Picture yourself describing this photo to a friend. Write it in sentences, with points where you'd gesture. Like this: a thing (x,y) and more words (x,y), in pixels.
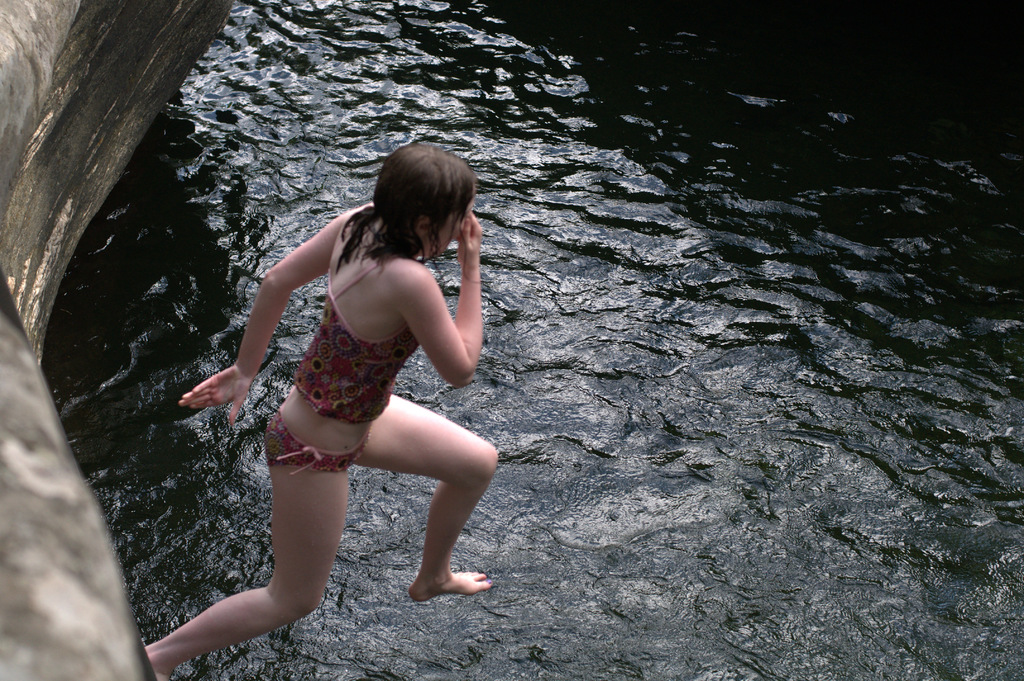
In the image there is a lady (358,403) jumping into the water (299,66). Below the lady (293,437) there is water (116,207). At the left corner of the image (32,363) there is a wall (27,401).
